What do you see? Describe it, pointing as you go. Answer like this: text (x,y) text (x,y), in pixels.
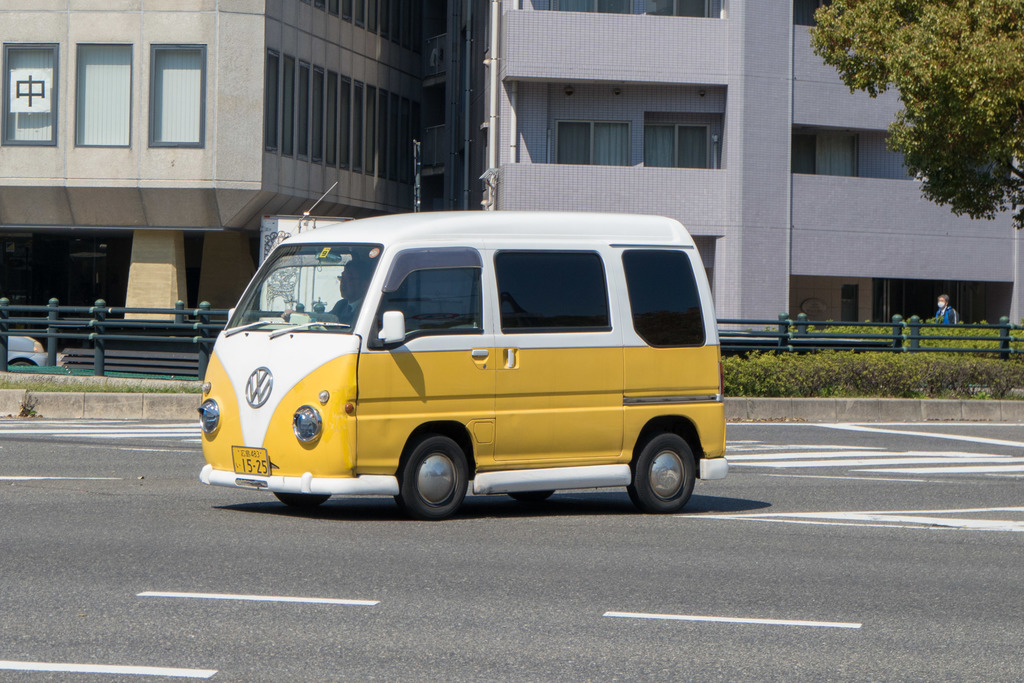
In this picture I can observe a vehicle (559,410) on the road (359,553) in the middle of the picture (408,367). On the right side (815,393) I can observe plants (768,379) and tree (913,105). In the background (349,85) I can observe buildings (309,155).
